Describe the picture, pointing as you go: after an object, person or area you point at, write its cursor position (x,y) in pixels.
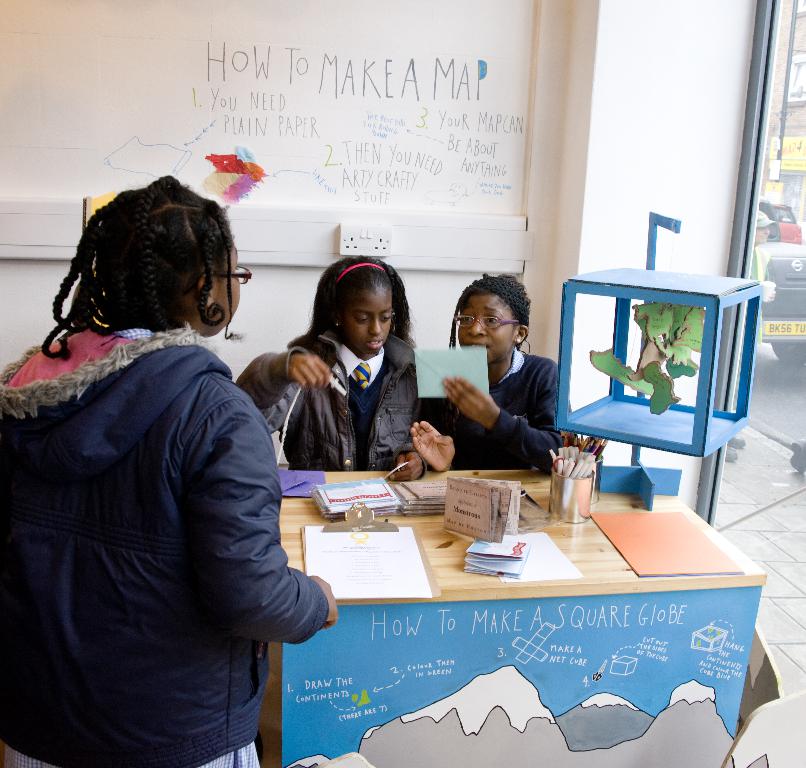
In this image i can see three persons (370,379) two are sitting and one person (239,447) is standing there are few papers (419,511), pens (559,464) on a table (574,525) at the back ground (409,91) i can see a wall (239,129).
